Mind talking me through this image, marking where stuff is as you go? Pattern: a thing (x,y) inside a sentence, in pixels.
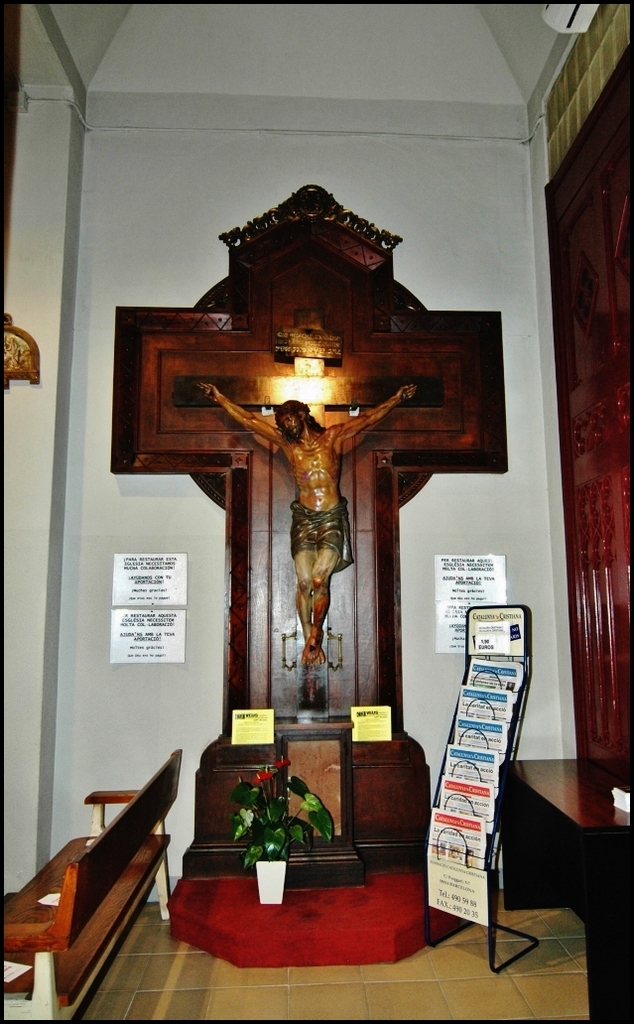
In this picture I can see a plant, bench (71,978), table (627,1014), books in a stand (491,874), a sculpture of a person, boards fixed to the wall (134,192).
